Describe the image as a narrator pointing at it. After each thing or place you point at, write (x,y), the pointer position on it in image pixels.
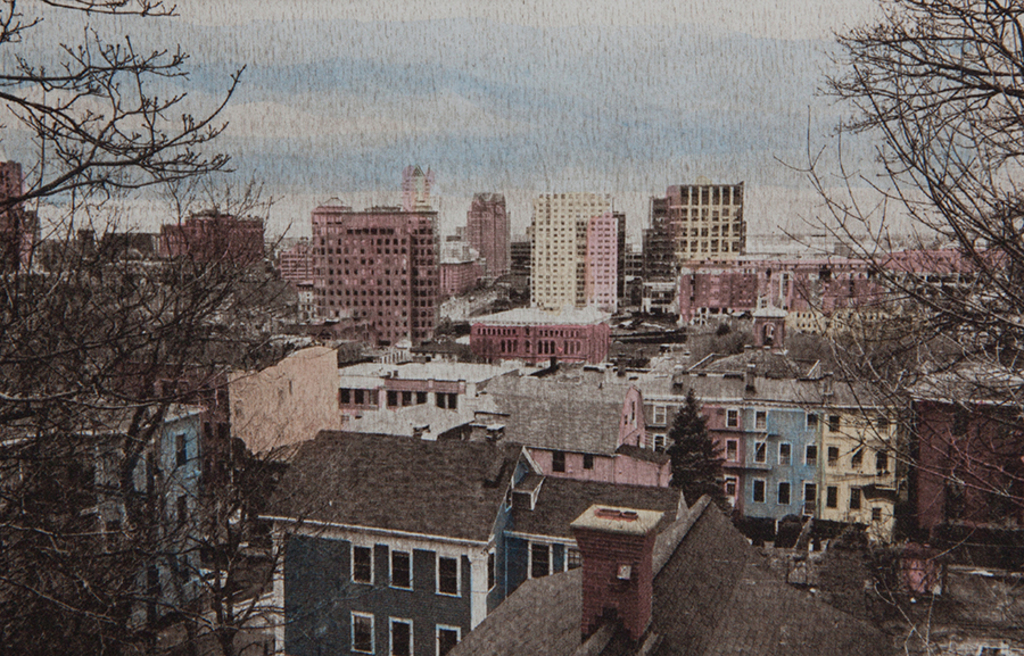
In this image I can see buildings (739,281) and trees (141,405) and the sky (546,78).
